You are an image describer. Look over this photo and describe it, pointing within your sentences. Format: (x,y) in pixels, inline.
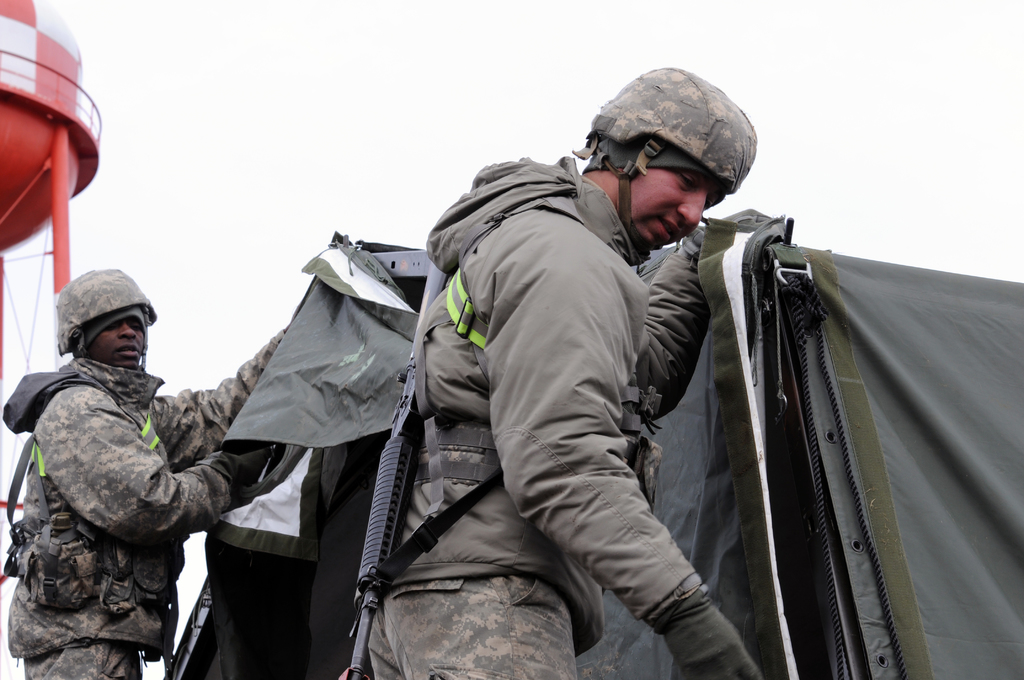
In this image I can see two persons (622,402) standing. The person (502,446) in front (566,402) wearing green jacket (520,442), background (874,384) I can see a tent (893,379) in green color and sky (283,149) in white color.
